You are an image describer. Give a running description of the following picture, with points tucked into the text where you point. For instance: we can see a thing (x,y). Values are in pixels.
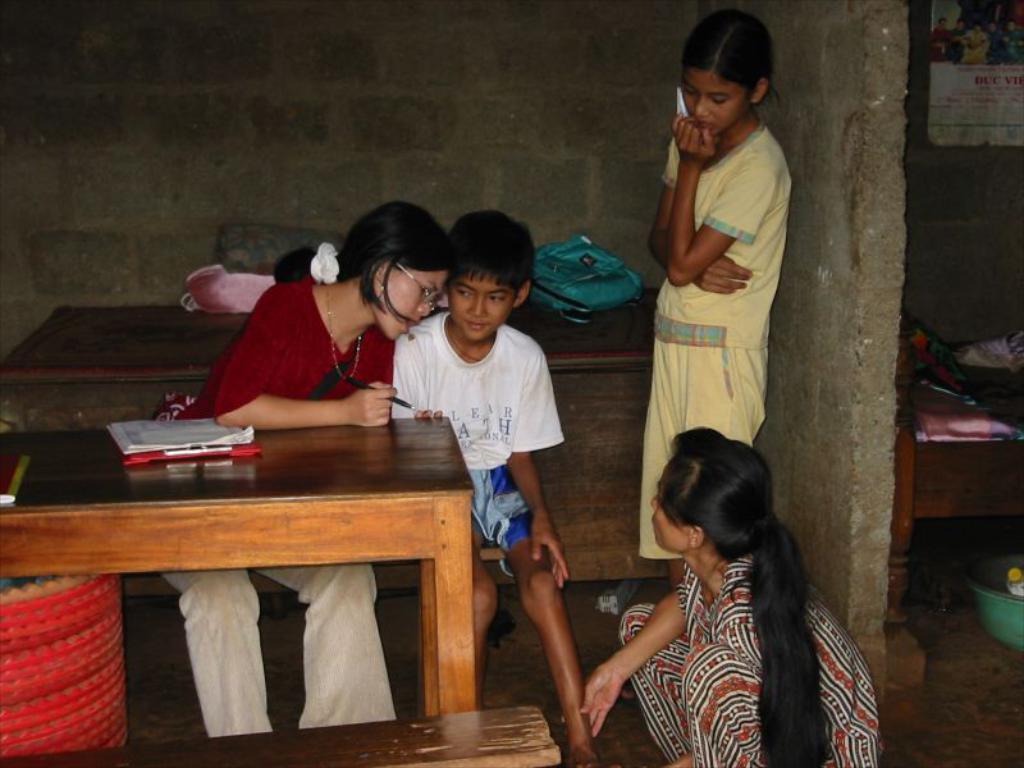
The picture is inside a room (429,120). In the left side (275,419) we can see a lady (302,323) sitting on a bench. She is wearing a red top (251,380) and a white pant (208,589). She is wearing glasses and holding a pen (360,385) in her hand (373,386). There is table (302,525) in front of her. On the table (100,503) there are papers (156,438). Beside the lady (328,348) there's a boy (472,303) who is wearing a white t shirt (492,414) and blue pant (491,508). Behind her there is a bed (52,376). On the bed (78,374) there is a bag (585,276) and few other things (257,258). In the right side (727,648) a lady (722,643) is crouching. She is reaching toward the leg (555,646) of the boy (555,631). She is having long black hair (771,624). Beside her a girl (699,401) is standing wearing a yellow dress (731,206). In the other room (958,531) there is bed (967,467). In the wall (930,167) there is picture (978,143). Under the bed (984,459) there is a tub (983,595).
